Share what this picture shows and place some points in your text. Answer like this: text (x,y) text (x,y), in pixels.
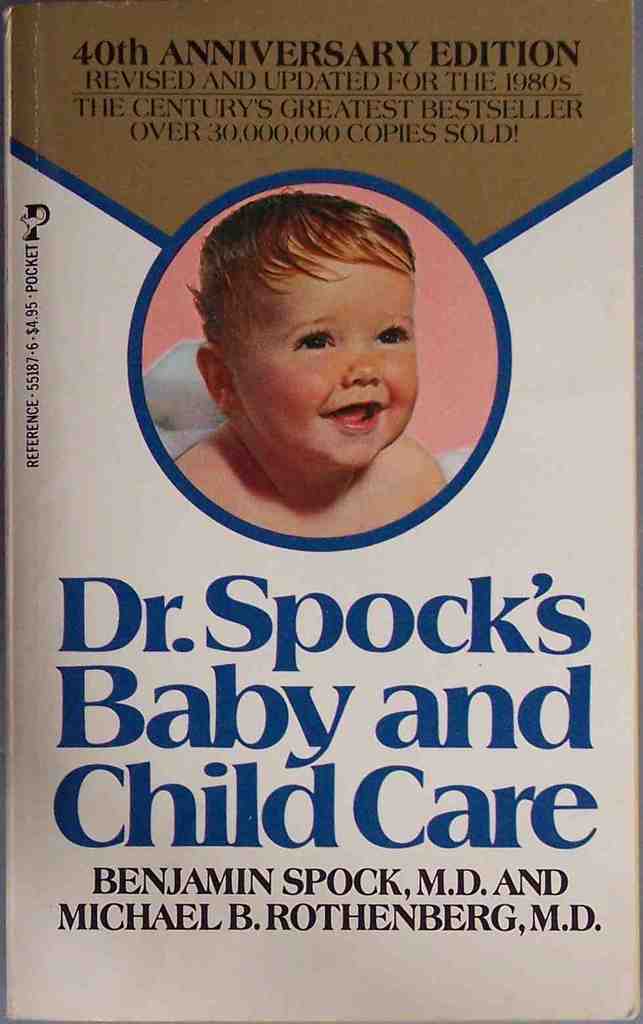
In this image we can see a poster (237,881). In this poster (254,185) many things (323,827) are written. Also there is an image (258,347) of a baby (263,452).
